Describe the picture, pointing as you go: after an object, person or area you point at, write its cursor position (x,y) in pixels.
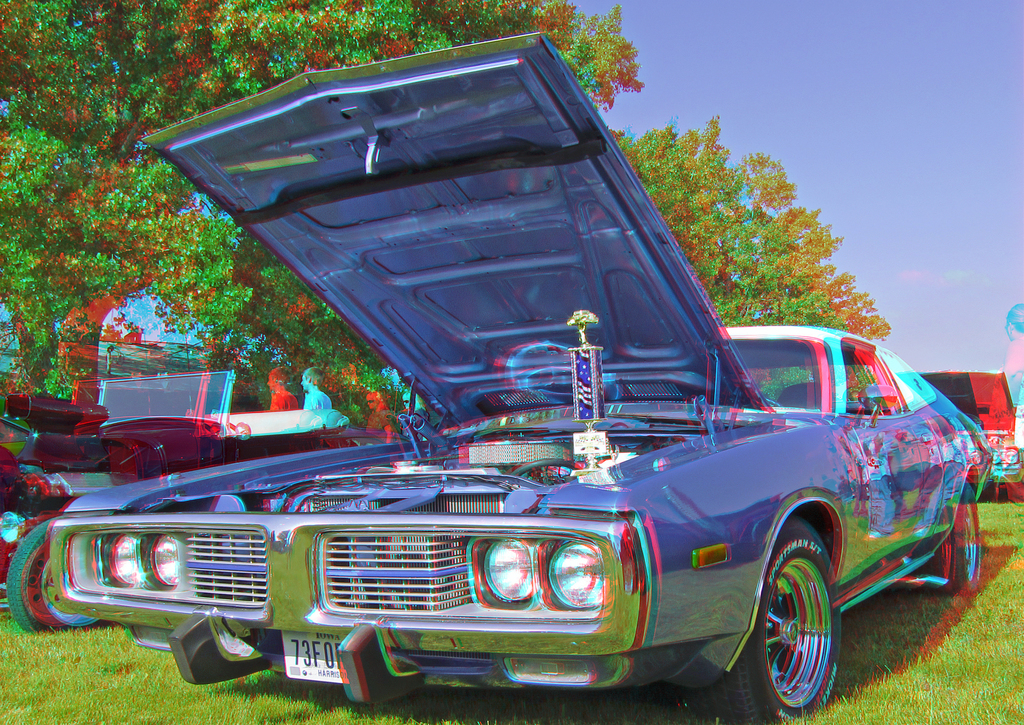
There are vehicles (1004,408) in different colors parked on the grass (899,664) on the ground (504,694). In the background (299,368), there are persons (318,371), trees (352,395) and there is blue sky (824,144).
